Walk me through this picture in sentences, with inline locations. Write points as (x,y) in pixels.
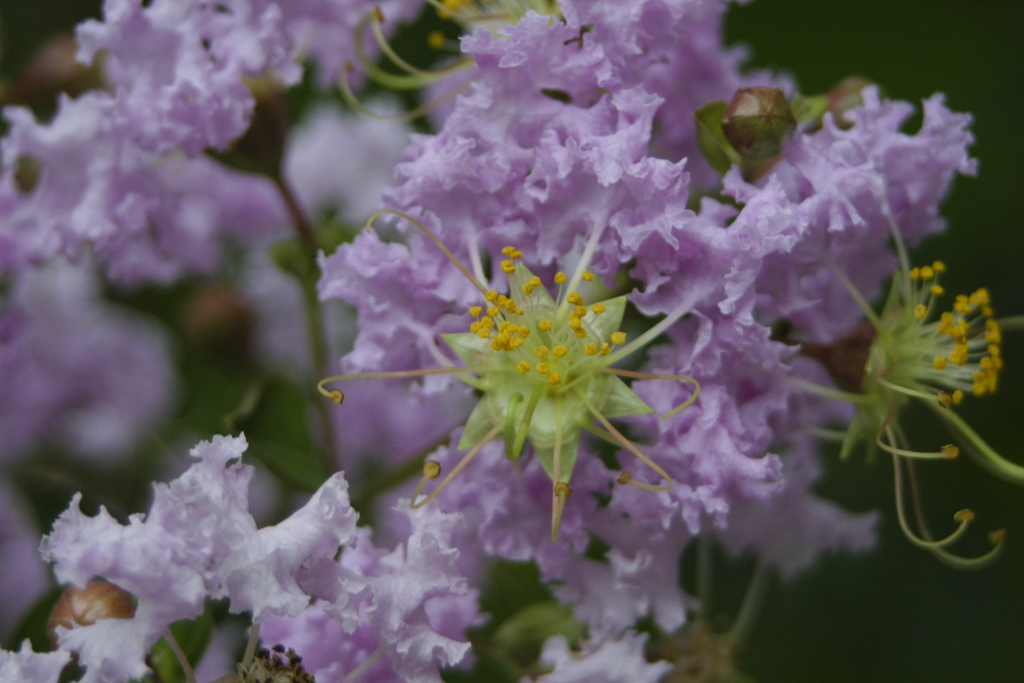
This image consists of flowers (555,399) in purple color. In the middle (505,312), there are pollen grains (521,312) in yellow color. The background (124,409) is blurred.
